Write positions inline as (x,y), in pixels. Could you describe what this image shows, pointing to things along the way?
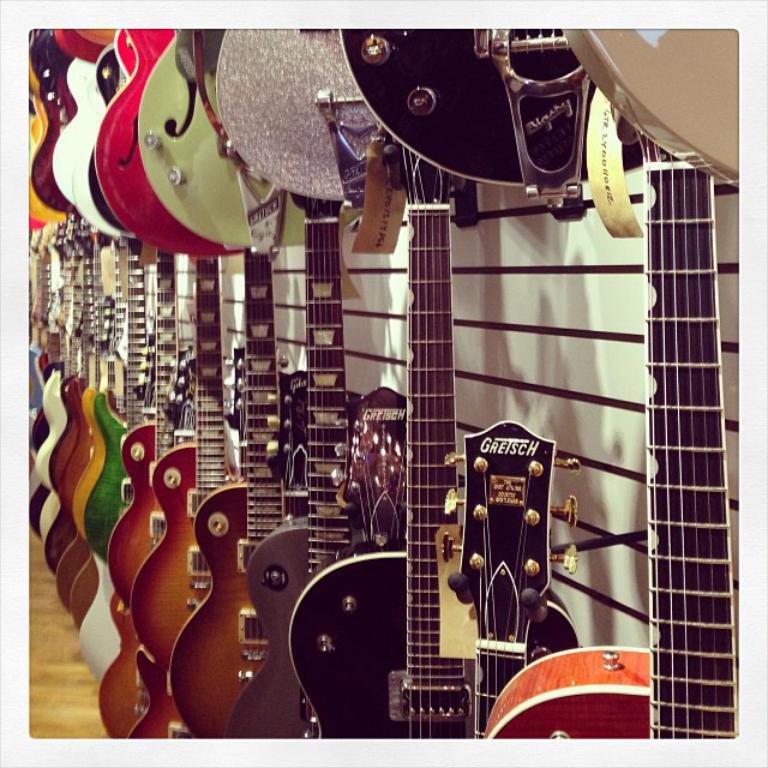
Some guitars (87,339) are placed on a wall (637,559) in some rows. There are of different colors. There are some patterns (269,133) on them.
